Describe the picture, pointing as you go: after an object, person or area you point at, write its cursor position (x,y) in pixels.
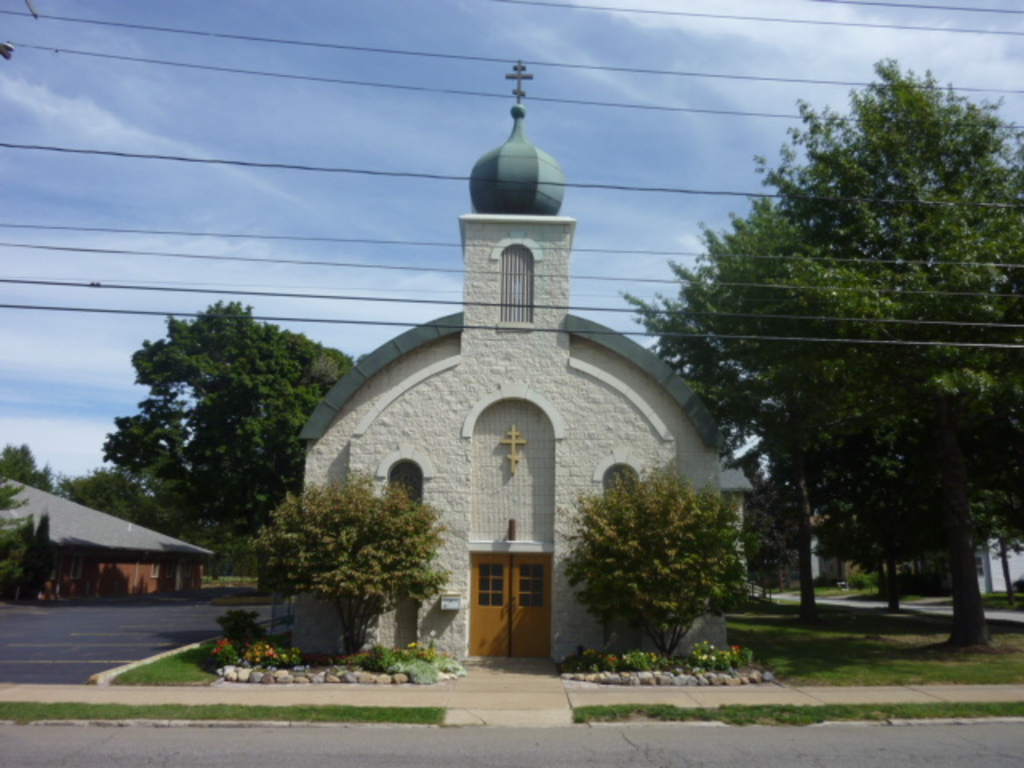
In the center of the image (384,410) we can see the buildings (492,517), door (523,562), roof (56,500), trees (219,450). At the bottom of the image (554,742) we can see the plants (422,662), flowers (287,660), stones (234,680), grass (817,711), road (499,755). At the top of the image (427,114) we can see the wires (400,49) and clouds (935,14) are present in the sky (641,45).
